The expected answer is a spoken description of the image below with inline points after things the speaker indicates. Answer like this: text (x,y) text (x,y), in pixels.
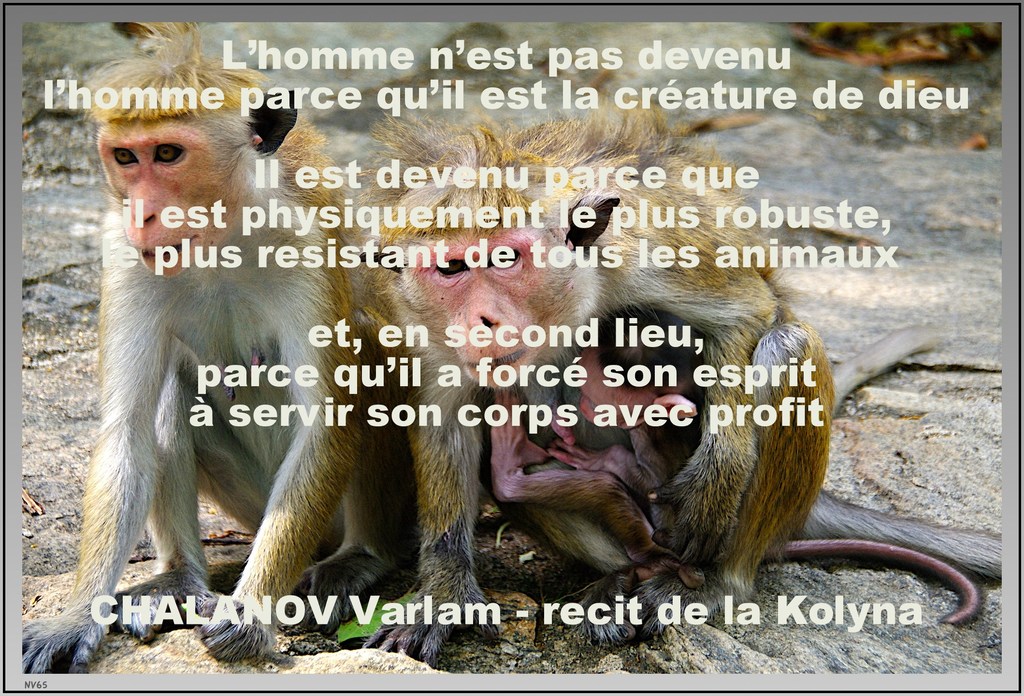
In this picture we can see two monkeys (564,364) sitting in the front (443,281). On the image we can see some matter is written on it.
